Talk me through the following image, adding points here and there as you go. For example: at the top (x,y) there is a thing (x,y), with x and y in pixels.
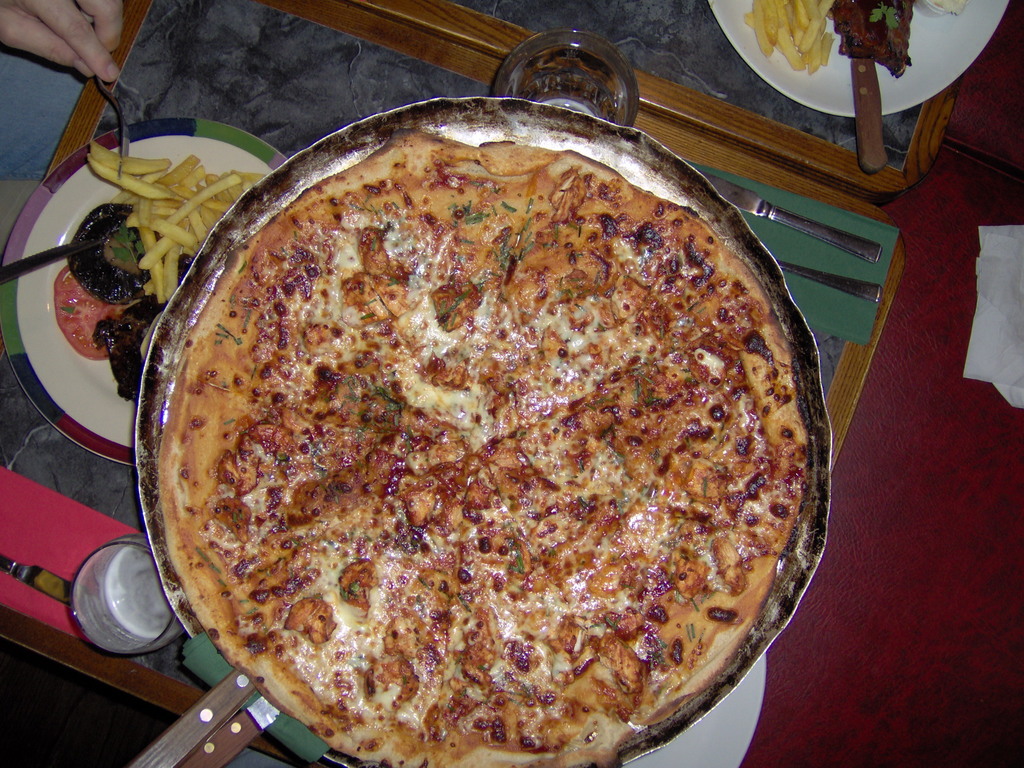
In the center of the picture (654,270) there is a pan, in the pan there is a pizza (470,284). The picture consists of a table (41,457), on the table (135,104) there are plates (44,295), forks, knives (849,249), glasses (579,65). On the top left (19,19) there is a person's hand (43,30).
